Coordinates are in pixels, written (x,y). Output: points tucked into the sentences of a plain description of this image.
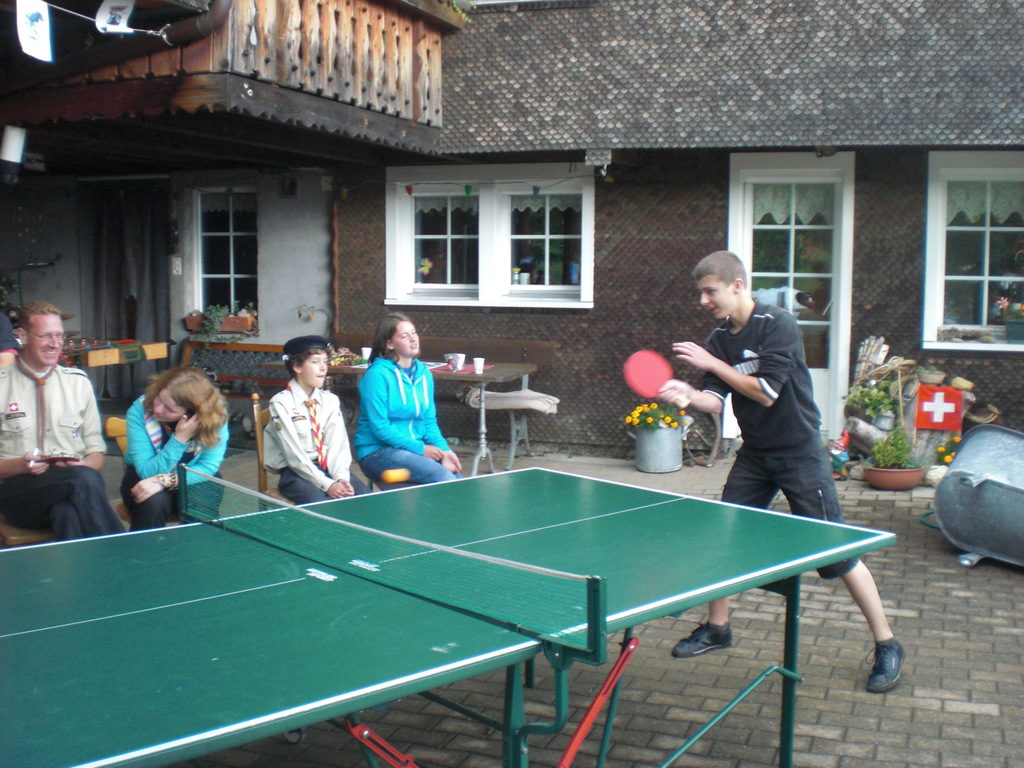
In the middle (504,506) there is a table (413,623). On the right (815,505) there is a boy (781,420), he wear black t shirt (776,373), trouser (822,475) and shoes (891,652). On the left (209,435) there are four people (282,446) sitting on the chair (258,417). In the back ground (660,209) there is a house (710,173), window (976,255), door (821,252) and flower pot (674,420).
